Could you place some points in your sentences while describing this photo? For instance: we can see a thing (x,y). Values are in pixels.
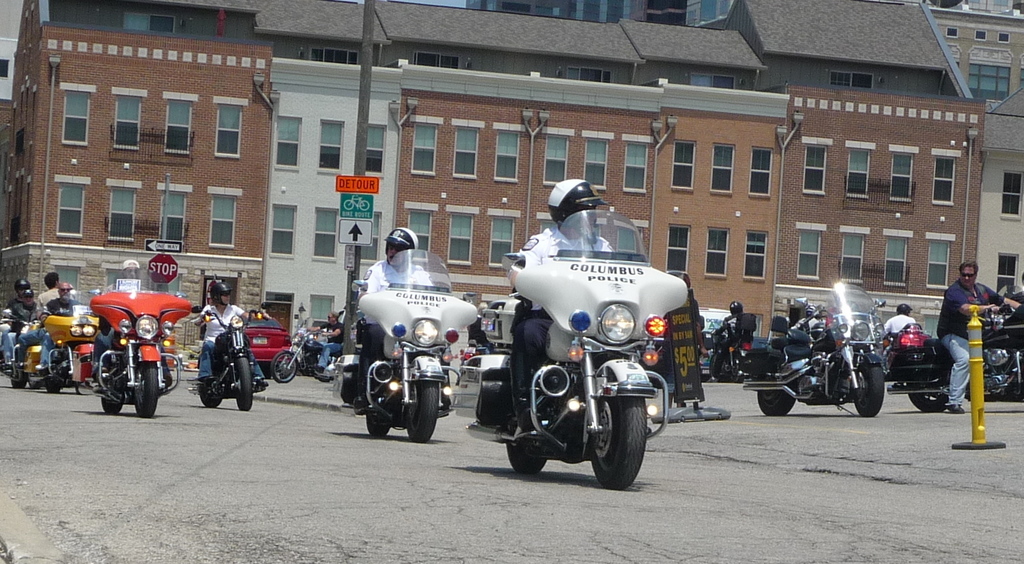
This picture shows a group of people (960,396) riding their motorcycles (406,277) and we see few buildings (877,25) on their back.
